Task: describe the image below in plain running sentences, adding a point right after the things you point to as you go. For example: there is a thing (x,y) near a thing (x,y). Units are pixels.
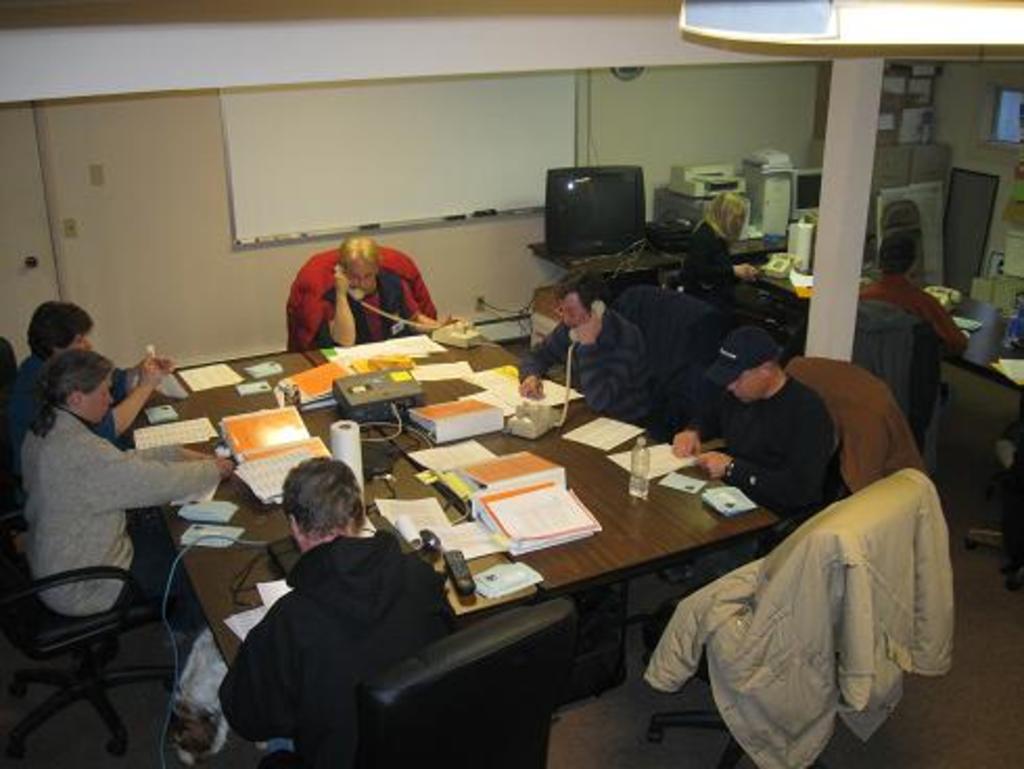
On the background (251,157) we can see a white board (433,150) over a wall (780,85). we can see few devices (763,172) on a table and also boxes (906,153). We can see few persons (768,471) sitting on chairs (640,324) in front of a table (447,344) and on the table (632,512) we can see telephone (464,340), device (384,377), files (522,502), papers (434,460), bottle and a remote (468,582). This is a jacket (853,537) over a chair (796,674). This is a floor (975,603).
